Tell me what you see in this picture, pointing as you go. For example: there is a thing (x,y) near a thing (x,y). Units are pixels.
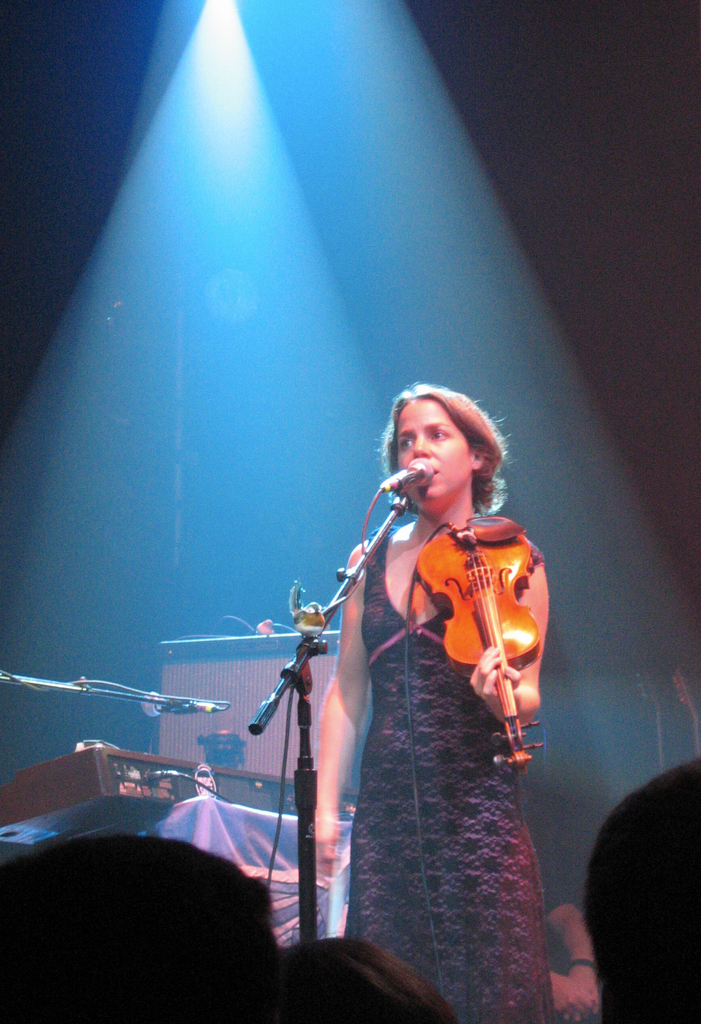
In the image there is a girl (402,726) holding a violin (480,609) and singing on mic (407,472) and beside her there are other music instruments (133,771) and light (212,78) is focusing on the top (217,84) to her.
